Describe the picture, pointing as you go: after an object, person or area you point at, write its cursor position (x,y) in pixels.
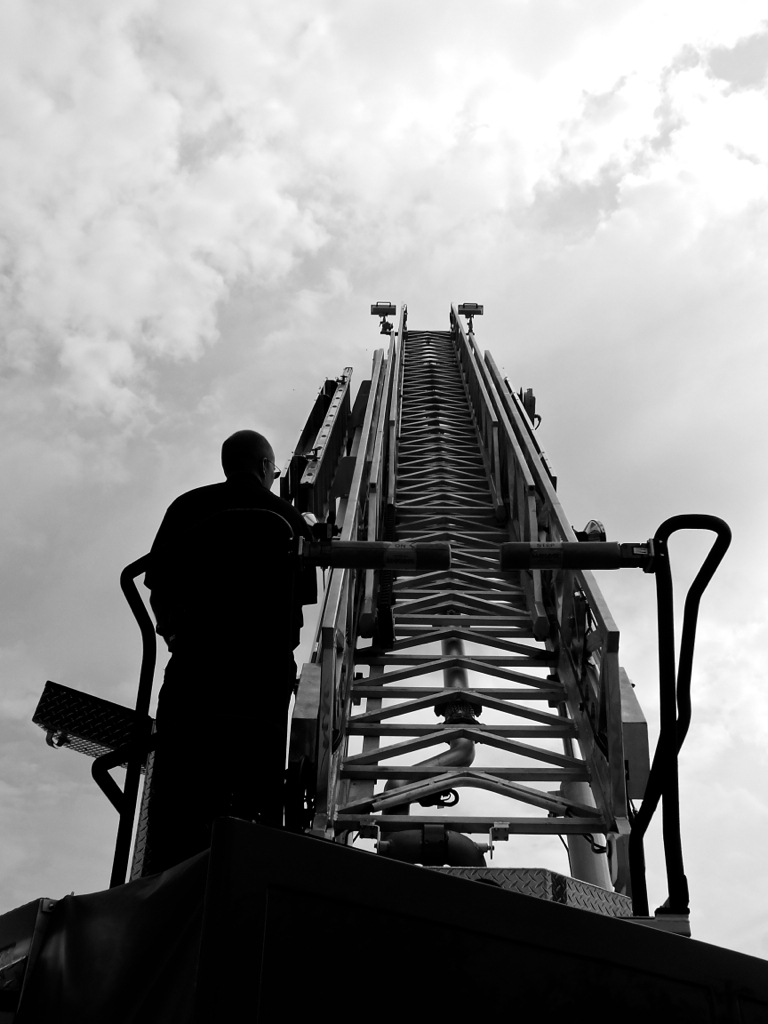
In this picture I can observe an aerial ladder (430,592). On the left side (184,626) there is a person (182,608) standing. In the background (239,208) there is sky (297,250). This is a black and white image.
